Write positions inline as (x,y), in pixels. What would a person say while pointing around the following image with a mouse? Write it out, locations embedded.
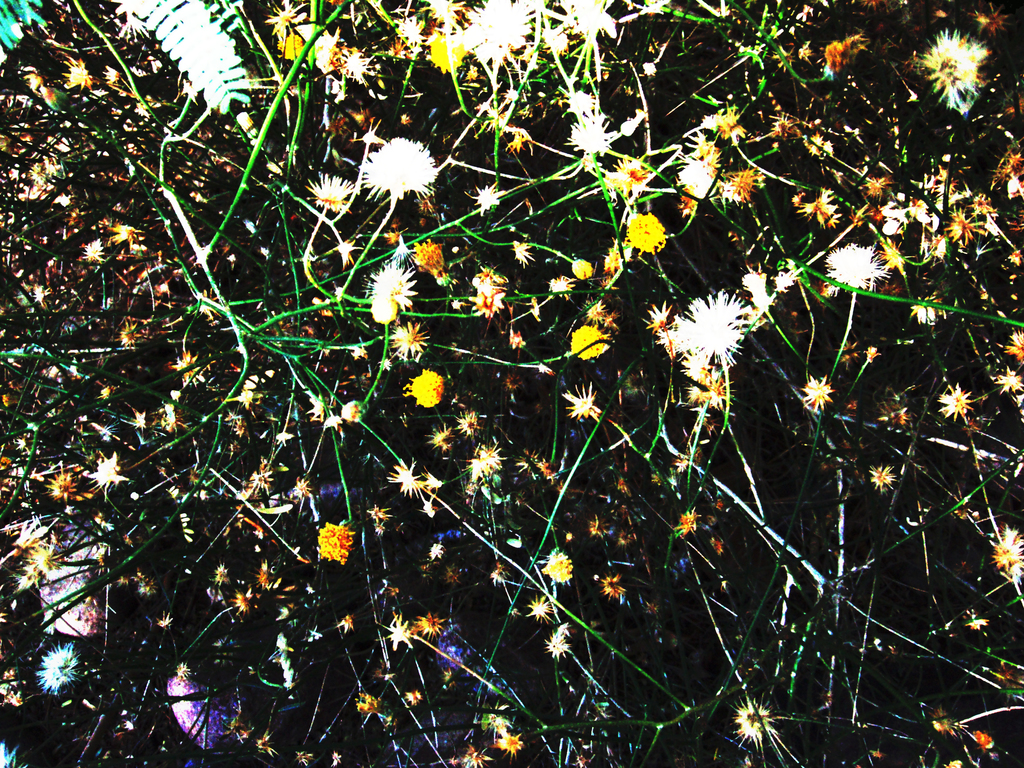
This is an edited image. I can see the flowers (581,332), stems (592,673) and leaves (232,60).
